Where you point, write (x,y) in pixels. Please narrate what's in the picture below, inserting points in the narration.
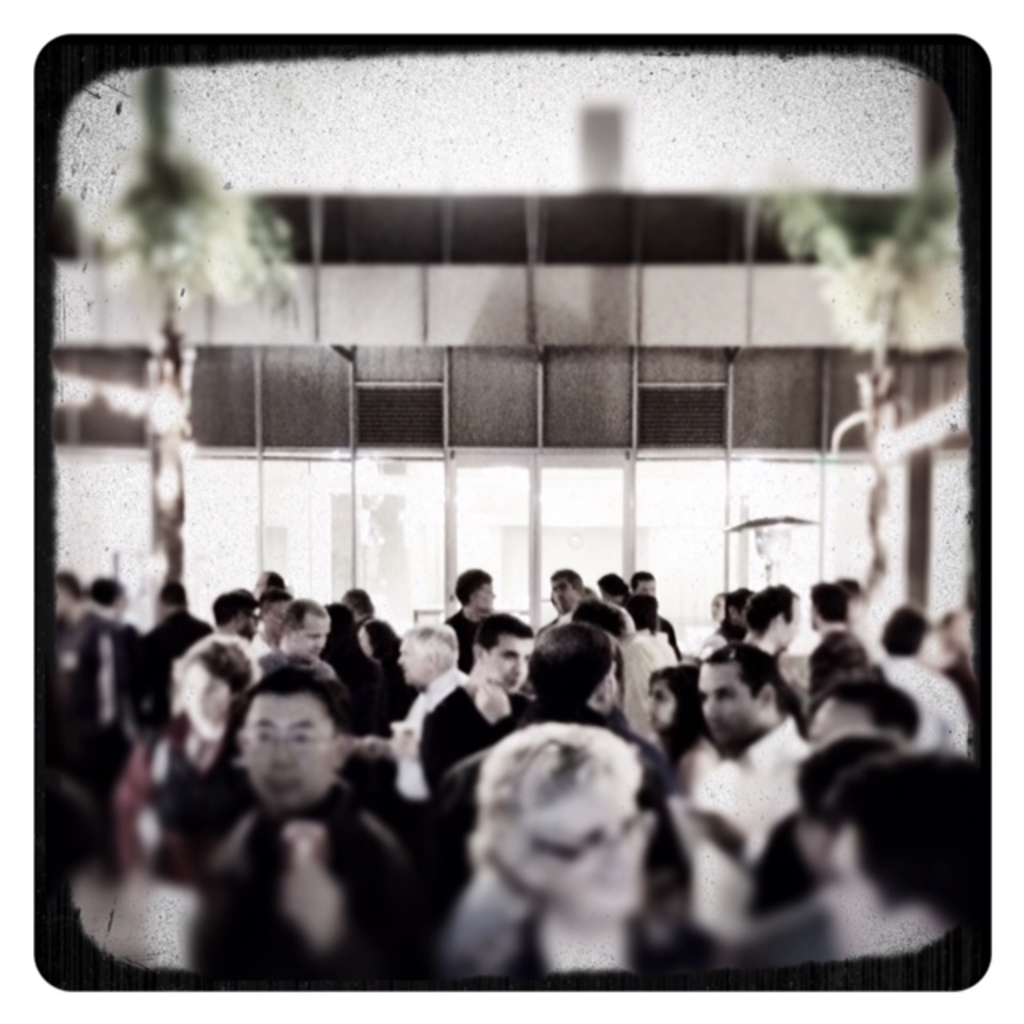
In this image there are so many people (521,728) in the foreground (527,757). In the background (548,463) there is a building (645,341). At the top (215,195) it looks like a tree (213,232) on either side of the image.
